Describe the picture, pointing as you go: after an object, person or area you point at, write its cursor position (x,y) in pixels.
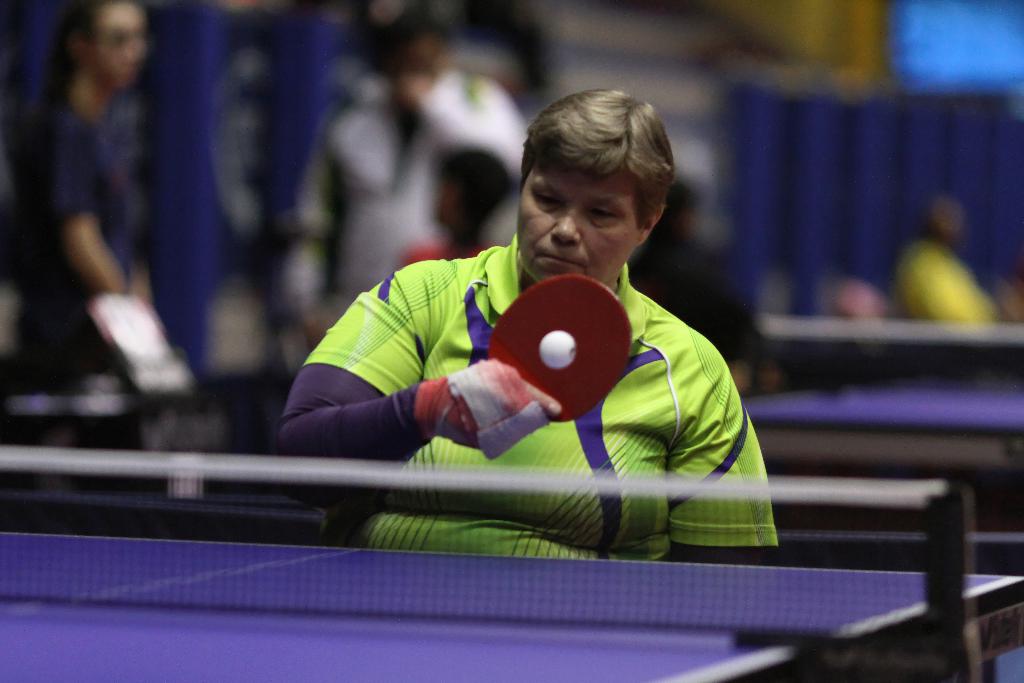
In this picture we can see a man (458,406) is holding a ping pong bat (593,366) and trying to hit a ball (542,347). In front of the man (456,397) there is a tennis table (348,589). Behind the man (439,343) there are some blurred people (929,277) and objects (773,254).
